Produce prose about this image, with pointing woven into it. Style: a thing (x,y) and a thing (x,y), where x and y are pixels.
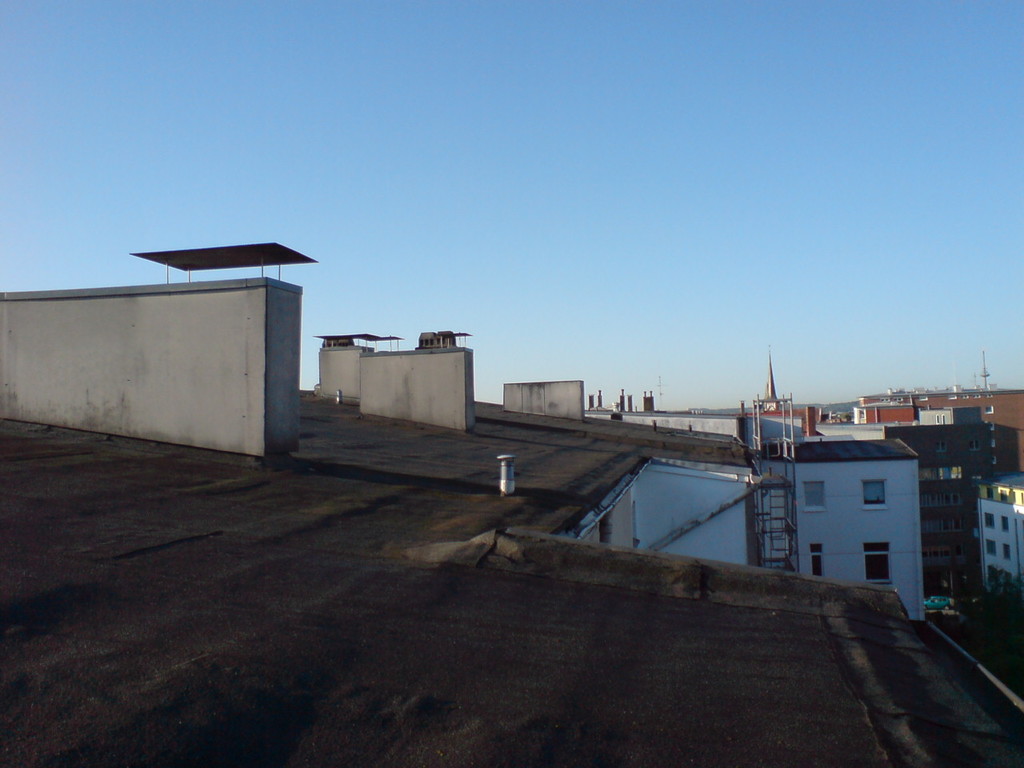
This picture is clicked outside. In the foreground (291,523) we can see the buildings (713,440), metal rods (775,543) and windows (935,529) of the buildings (691,501). In the background (516,95) we can see the sky (509,81).
